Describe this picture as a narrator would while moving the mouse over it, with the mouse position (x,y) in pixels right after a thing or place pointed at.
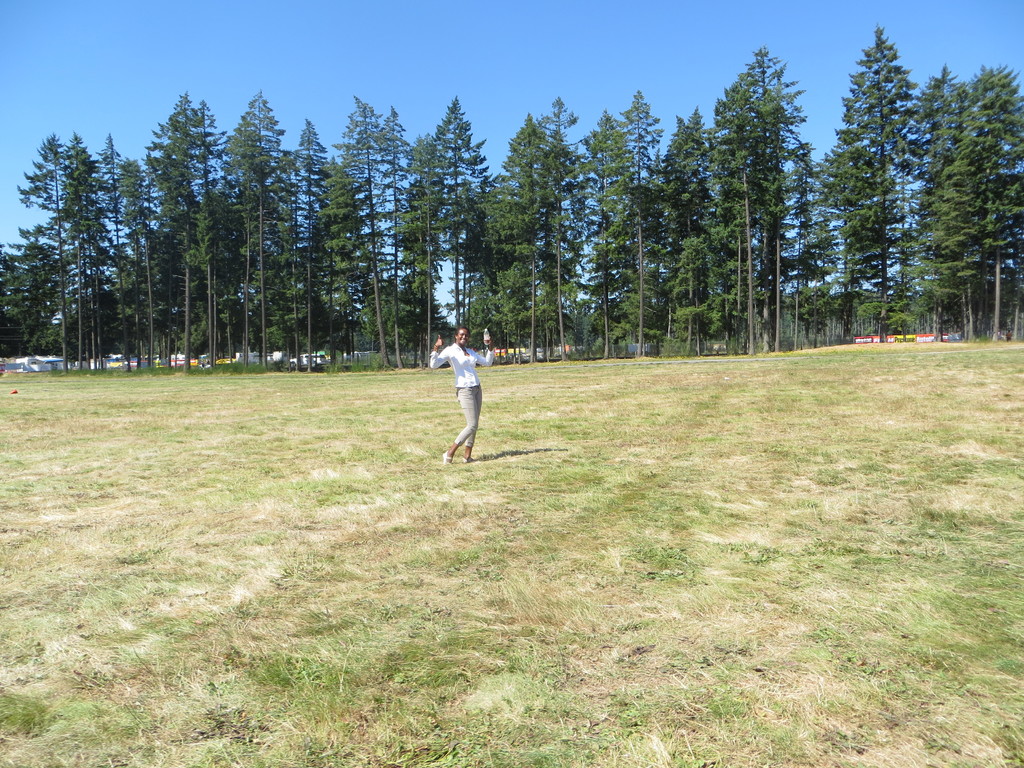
In this image I can see a person (483,359) wearing white and grey colored dress (470,367) is standing on the ground (495,455) and I can see some grass (450,576) on the ground (610,501). In the background (354,348) I can see few buildings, few trees (655,328) and the sky (398,67).
